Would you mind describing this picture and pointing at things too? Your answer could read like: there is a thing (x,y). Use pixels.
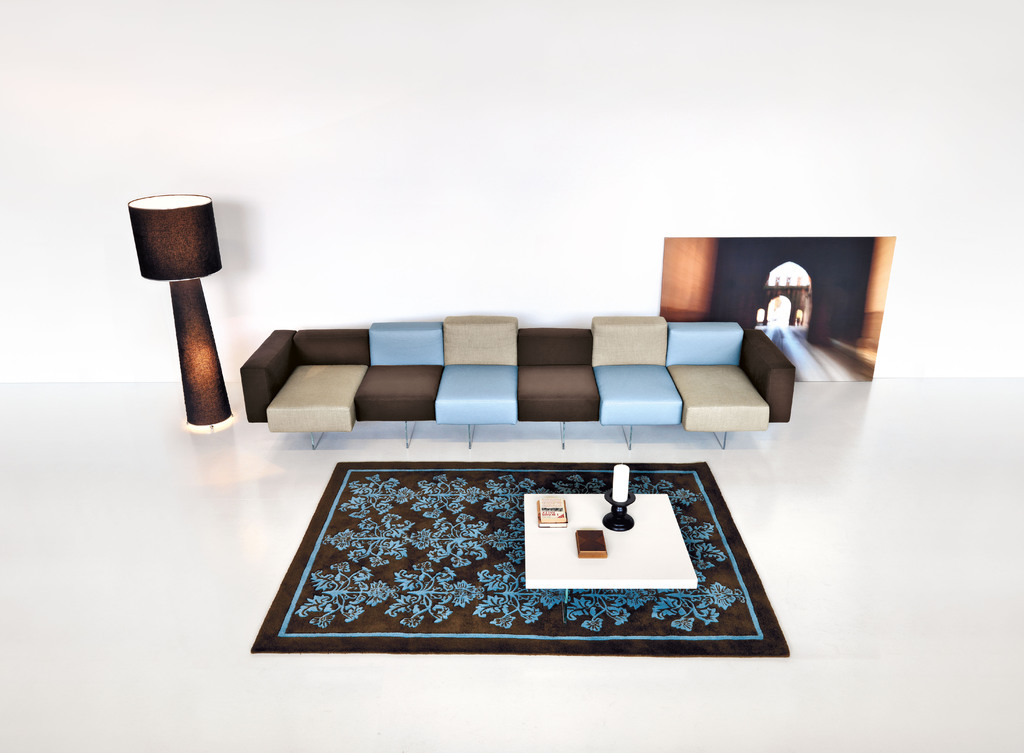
We can able to see couch (476,375), lantern lamp (182,229) with stand (205,350) and a poster (751,282). A floor (96,623) with carpet (374,588). On this table (608,578) there is a candle (622,479) and books (582,537).
